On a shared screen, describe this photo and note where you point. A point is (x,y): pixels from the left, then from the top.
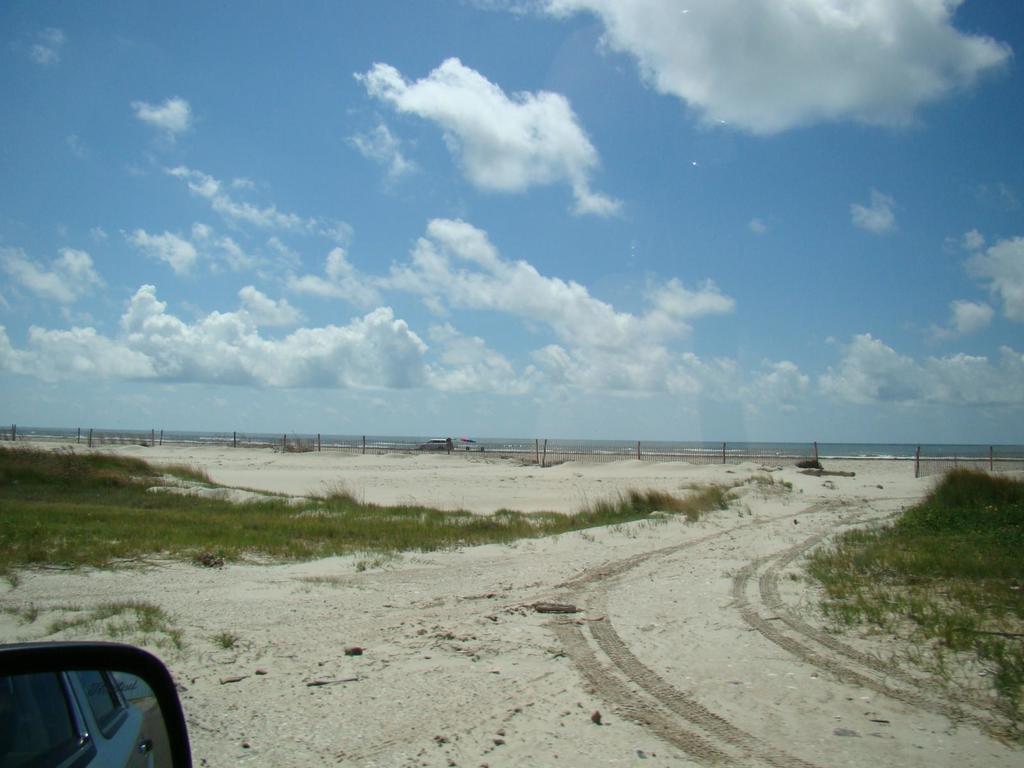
This image is taken outdoors. At the top of the image (162,168) there is the sky (772,349) with clouds (928,390). At the bottom of the image (559,633) there is a ground (486,614). At the left bottom of the image (84,714) there is a side mirror (100,695) of a vehicle (110,715). In the middle of the image (660,502) there is grass (155,498) on the ground (828,529).
